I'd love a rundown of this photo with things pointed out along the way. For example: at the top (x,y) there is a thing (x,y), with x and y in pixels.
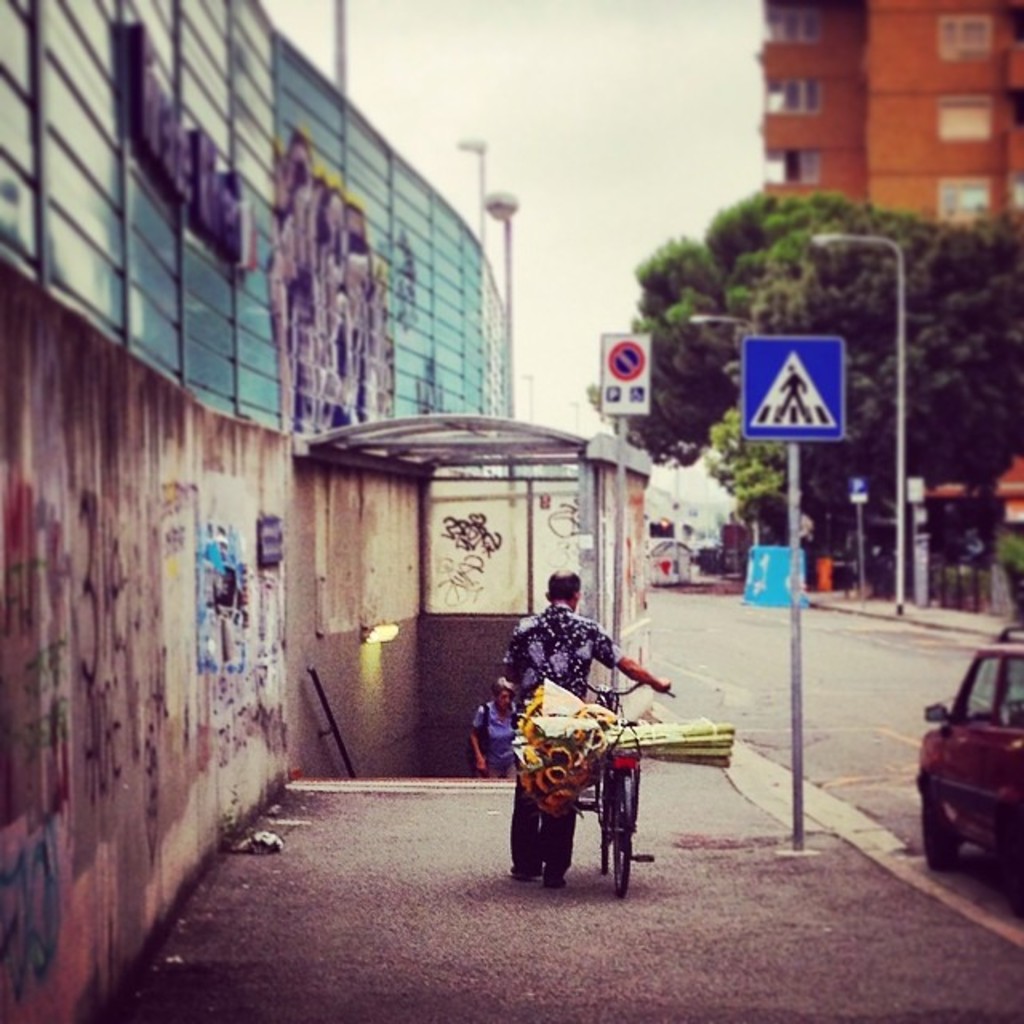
In this image there is a car (964,774) on a road (916,795), beside the road (916,764) there is a footpath (602,908), on that footpath (600,852) there is a man (546,836) walking with cycle (606,818), on the left side (23,936) there is a wall (359,244), in the background (925,497) there are, trees (820,313), light poles (725,322), buildings (938,146) and it is blurred.
